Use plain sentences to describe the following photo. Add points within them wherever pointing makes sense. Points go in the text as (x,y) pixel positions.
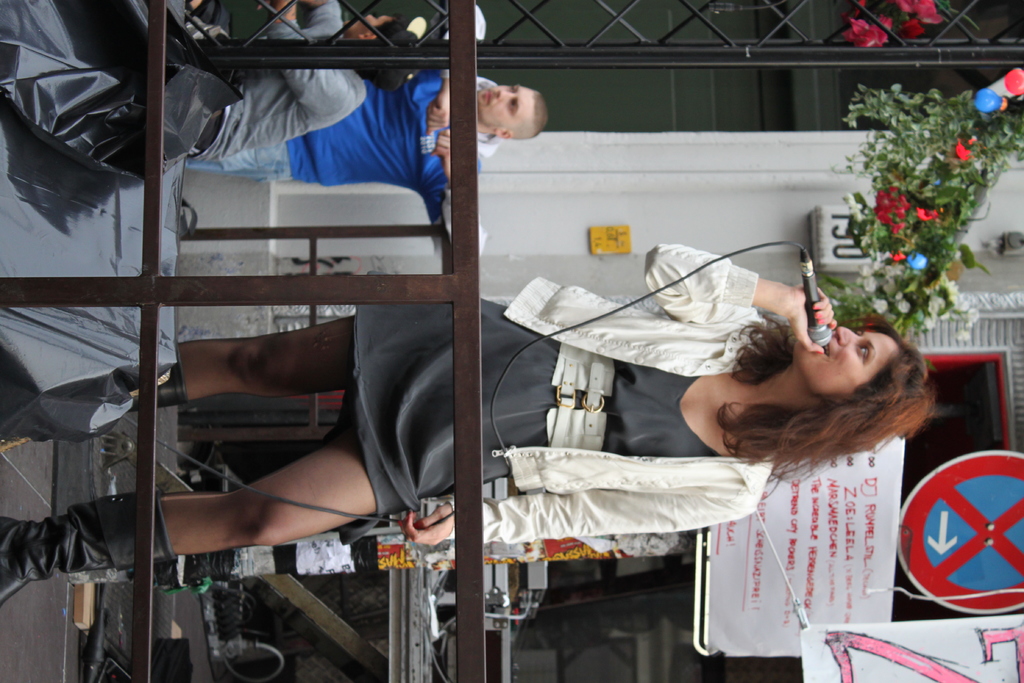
This picture is in right side direction. In this image there is a woman (532,463) standing and holding the microphone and there are two people (426,172). At the back (830,264) there is a building (968,279) and there are boards (982,616) and there are plants (975,114) and there is a pole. In the foreground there is a railing (474,82). At the back (305,605) there are objects (417,641). In the foreground (110,349) it looks like a speaker (65,232).
